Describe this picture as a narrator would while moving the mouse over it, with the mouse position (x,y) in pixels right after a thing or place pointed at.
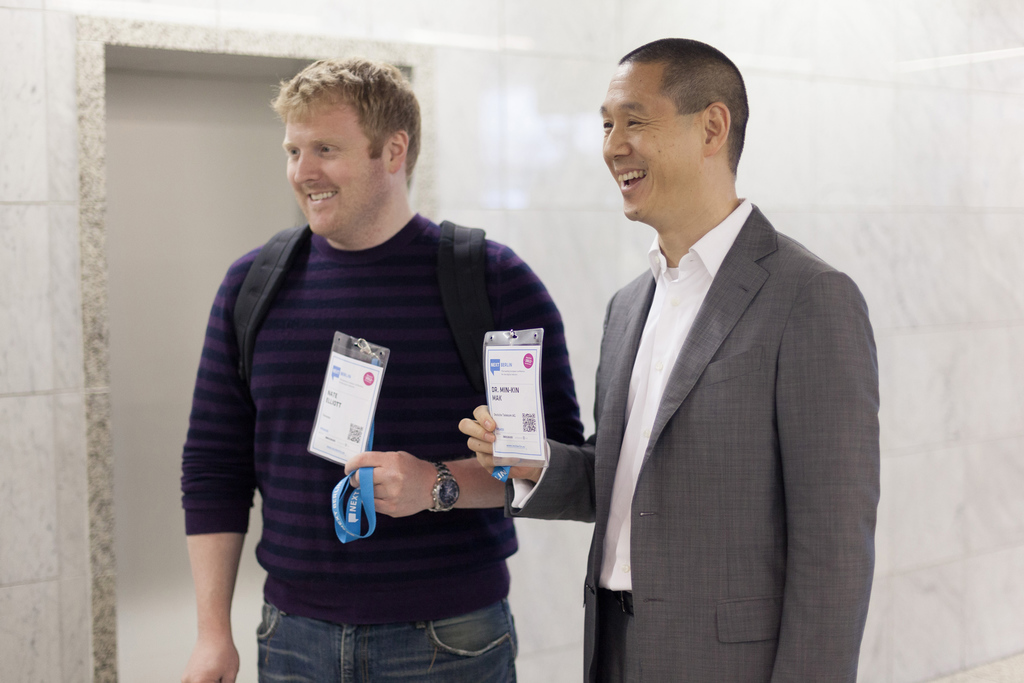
In the middle (523,270) two men (685,418) are standing and showing their Id cards (516,441) and smiling too.
